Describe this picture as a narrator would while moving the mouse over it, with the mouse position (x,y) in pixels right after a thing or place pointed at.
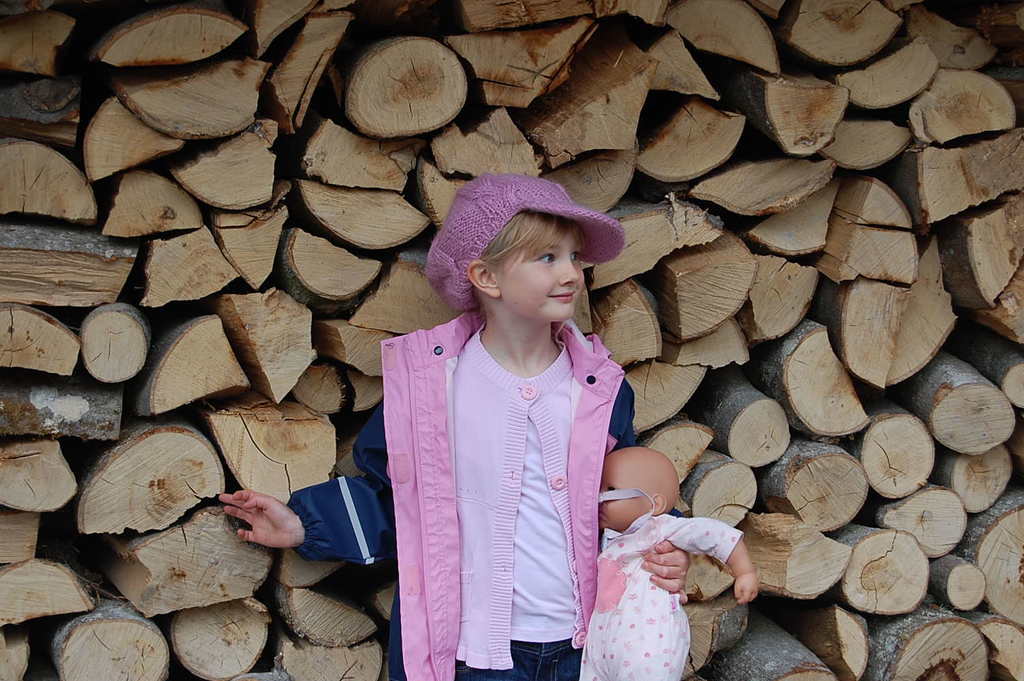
In the image there is a girl (495,280) standing and holding a toy (635,516) in her hand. And there is a cap (497,225) on her head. Behind the toy (613,536) there are many wooden logs (871,355).
